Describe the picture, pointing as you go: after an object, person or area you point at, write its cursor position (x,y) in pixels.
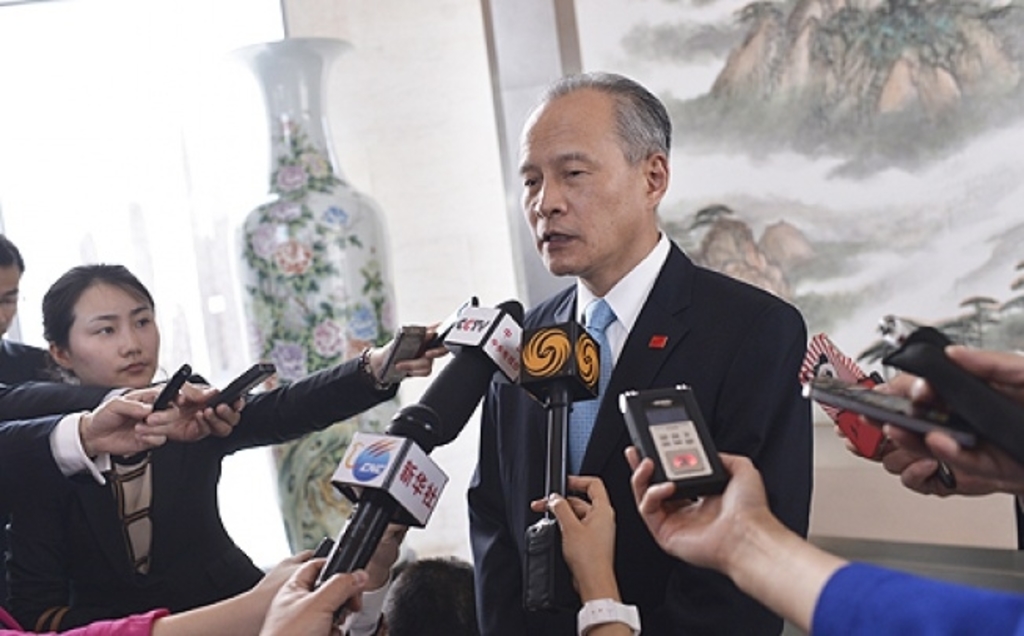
This image is taken indoors. In the background (392,163) there is a wall (394,145). There is a picture frame (726,104) on the wall (453,111). There is a flower vase (316,359). In the middle of the image (615,227) a man (477,552) is standing. On the left side of the image (73,408) a woman (102,528) and a man (22,417) are standing and they are holding electronic devices (424,329) in their hands (178,399). At the bottom of the image (238,598) there are a few people (438,607) standing and holding mics (410,442) and electronic devices (648,439) in their hands (908,396).
